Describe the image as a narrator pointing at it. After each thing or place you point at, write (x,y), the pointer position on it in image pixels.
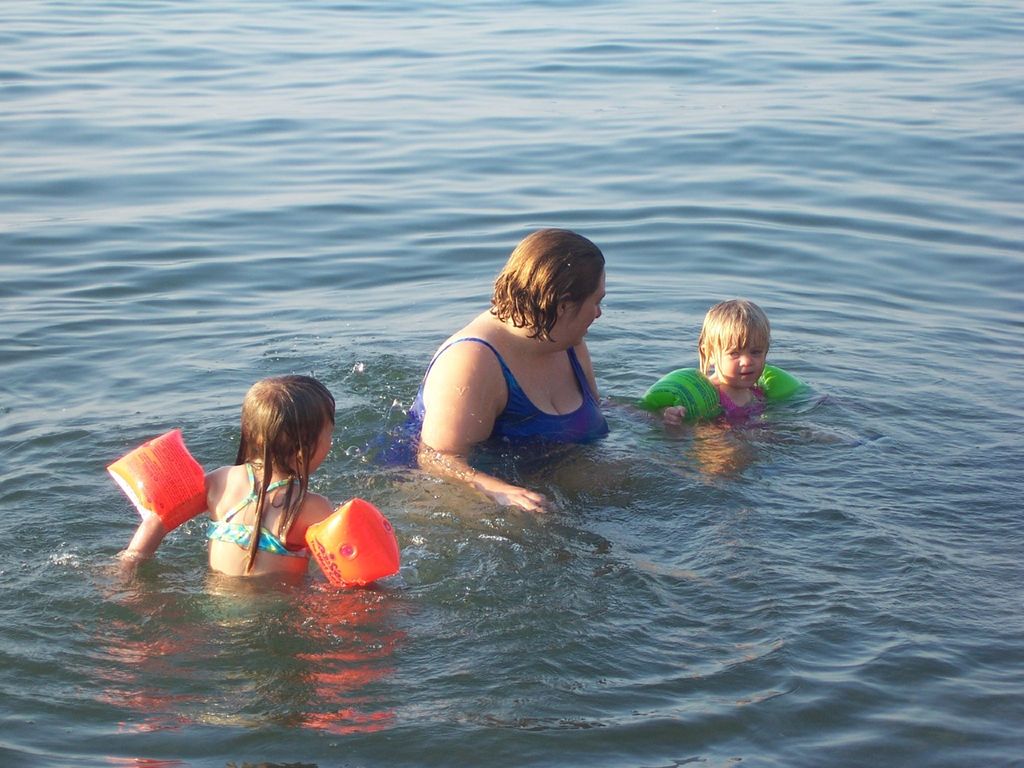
In this image I can see a woman (508,429) and two children (265,546) in the water (744,585). I can see the balloons (148,472) to the children's hands (157,527). The woman (532,375) is looking at the child (702,354) who is on the right side (721,406).
